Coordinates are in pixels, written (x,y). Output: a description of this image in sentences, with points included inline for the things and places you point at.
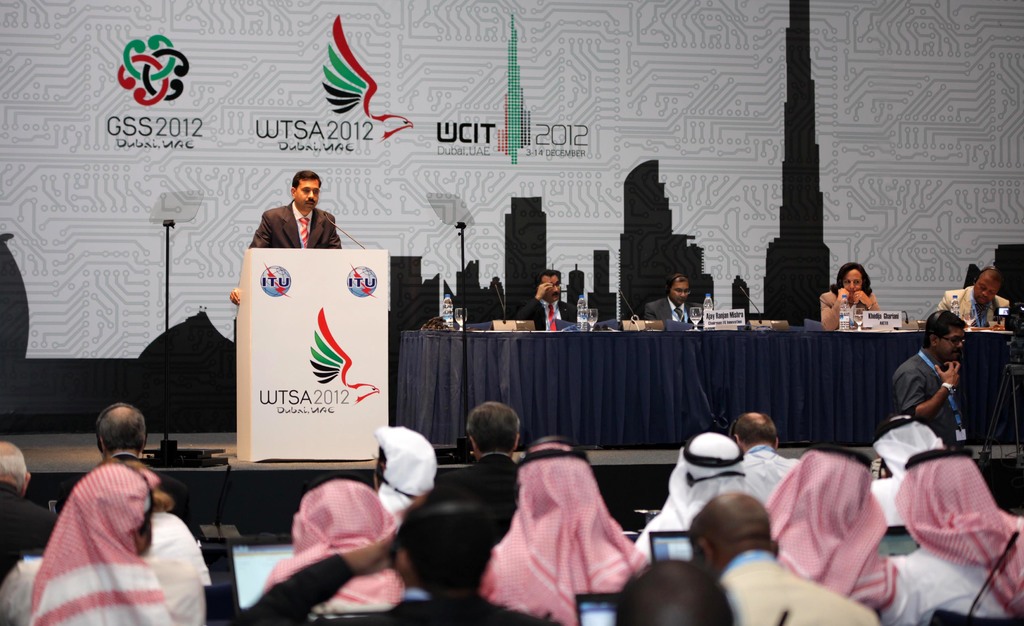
This picture is clicked in the conference hall (463,380). At the bottom of the picture (461,491), we see people (568,553) sitting on the chairs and they are operating the laptops (598,614). In front of them, we see a man (286,235) in brown blazer (286,235) is standing and he is talking on the microphone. In front of him, we see a podium (349,345). Beside him, we see four people (551,295) are sitting on the chairs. In front of them, we see a table (624,397) which is covered with a blue color sheet (636,387). On the table (485,381), we see water bottles (445,313), glasses (463,318), books (563,320), name boards (744,309) and microphones (752,321). Behind them, we see a board (349,136) in white color with some text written on it.
